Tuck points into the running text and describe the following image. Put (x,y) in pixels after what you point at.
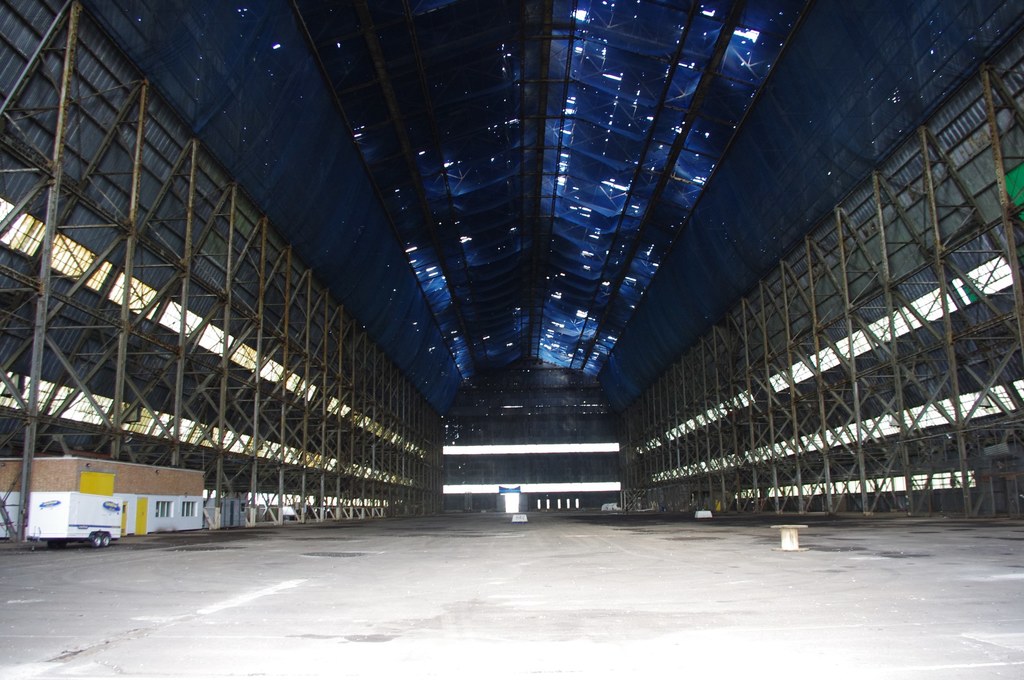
In this picture we can see a vehicle (111,533) and an object (789,544) on the floor (515,606), house (182,513) with windows (195,510), rods (219,404) and ceiling (725,204).
